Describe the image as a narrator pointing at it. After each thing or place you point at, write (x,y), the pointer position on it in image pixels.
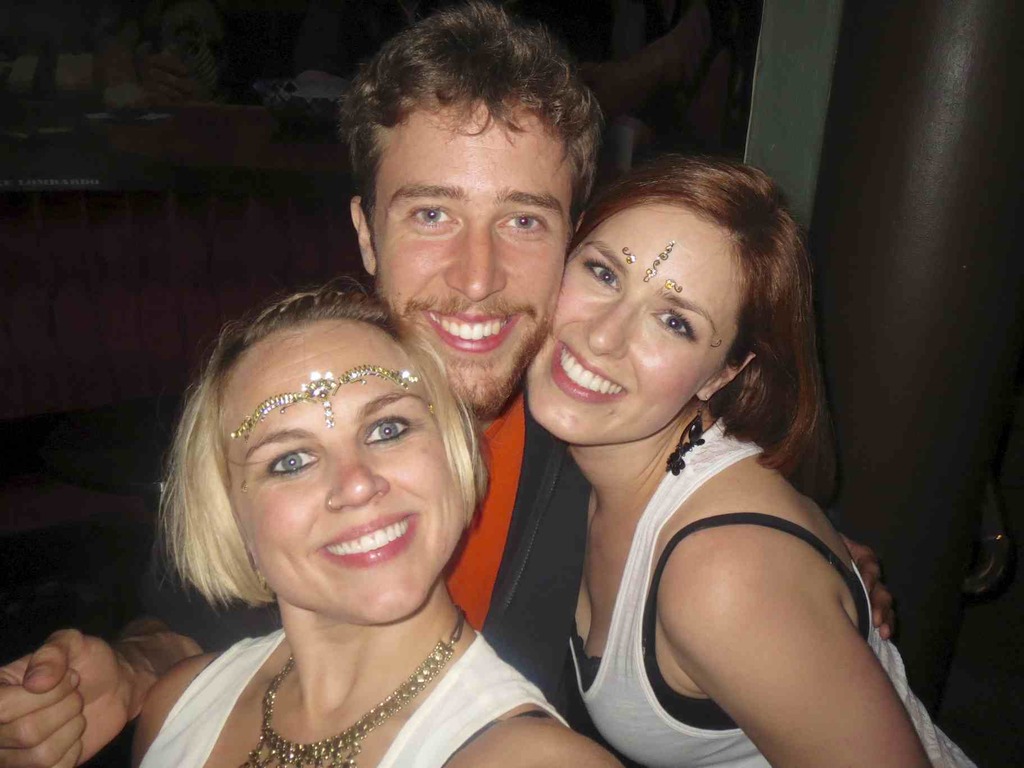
In the image we can see two women (431,643) and a man (546,479) wearing clothes (571,674), this is a neck chain (410,686) earring (695,442) and a forehead sticker (310,380). These three of them are smiling.
